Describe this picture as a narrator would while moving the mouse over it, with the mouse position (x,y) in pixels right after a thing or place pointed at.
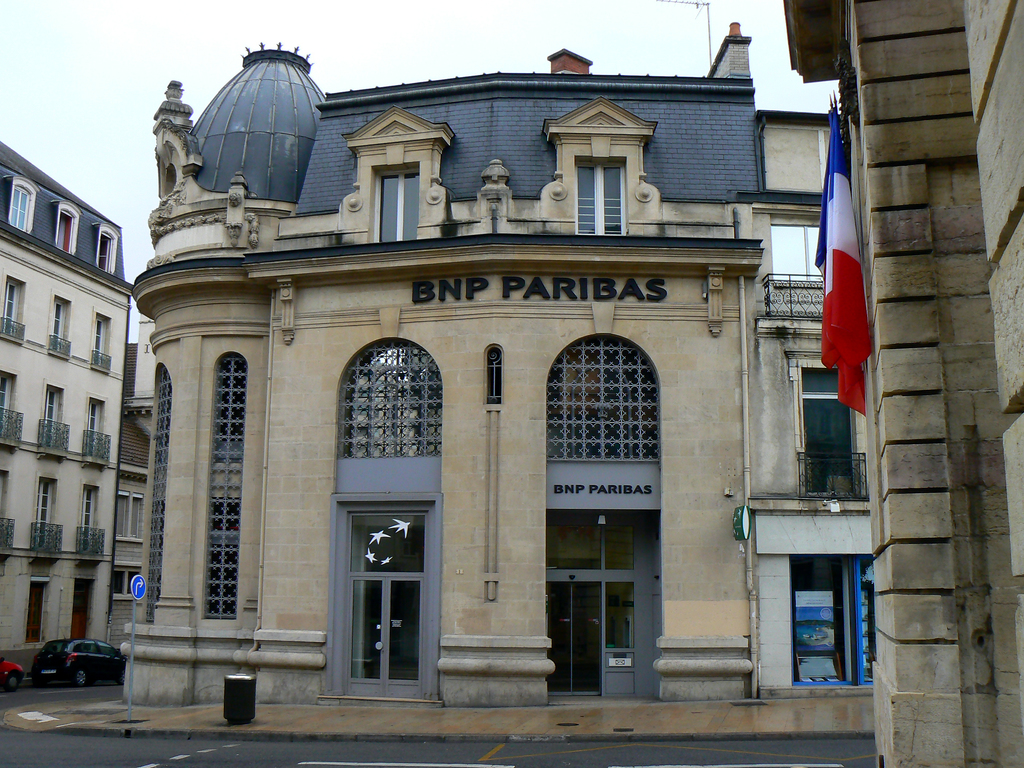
In the image I can see some buildings (272,457) to which there are some windows (643,359) and also I can see a flag (845,385), sign board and a car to the side.
